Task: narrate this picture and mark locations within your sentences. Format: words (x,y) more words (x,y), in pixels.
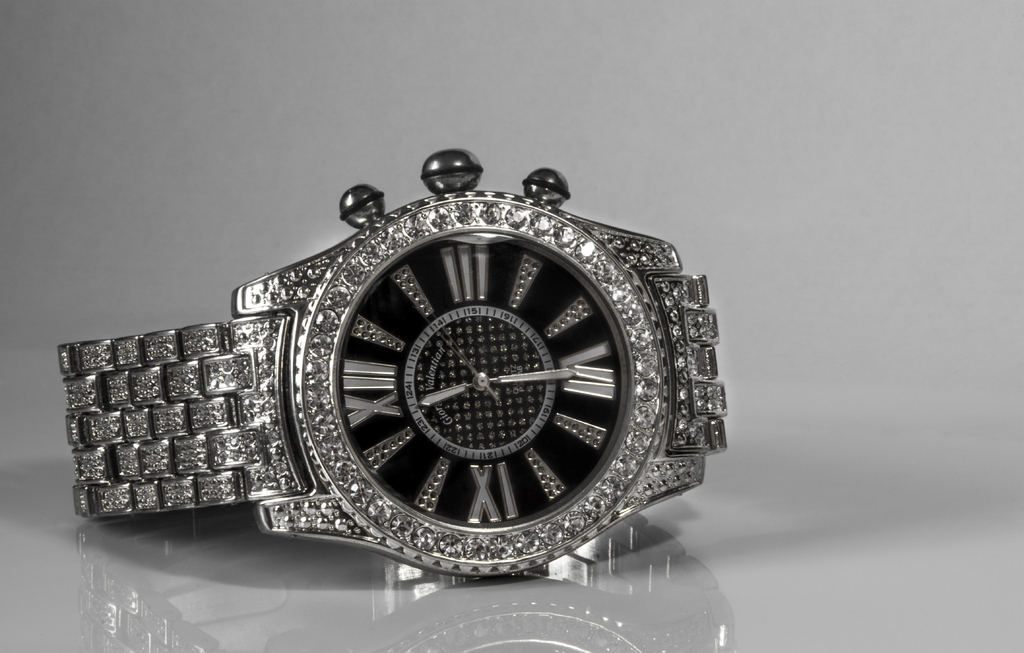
In this image there is a watch (590,386).
